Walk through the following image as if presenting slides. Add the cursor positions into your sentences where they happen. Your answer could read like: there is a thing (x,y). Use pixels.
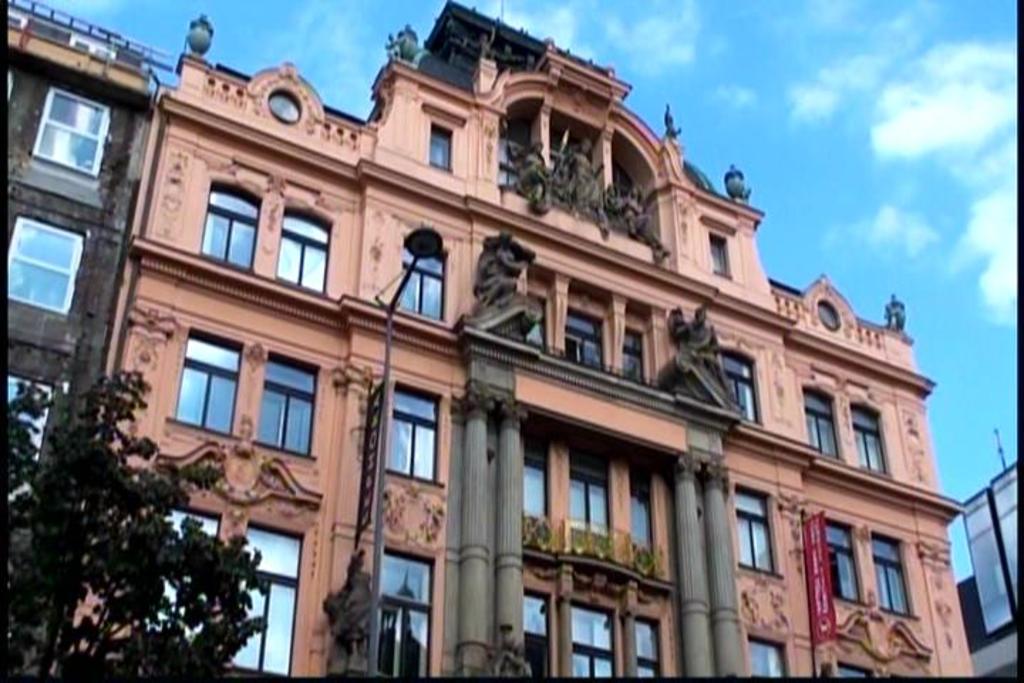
There is a building (408,398), lamp pole (387,330) and a poster (813,557) in the foreground area of the image (305,316), there is a tree (234,576) in the bottom left side (147,579), it seems like another building (1002,580) on the right side (984,587) and the sky (981,458) in the background (944,451).
